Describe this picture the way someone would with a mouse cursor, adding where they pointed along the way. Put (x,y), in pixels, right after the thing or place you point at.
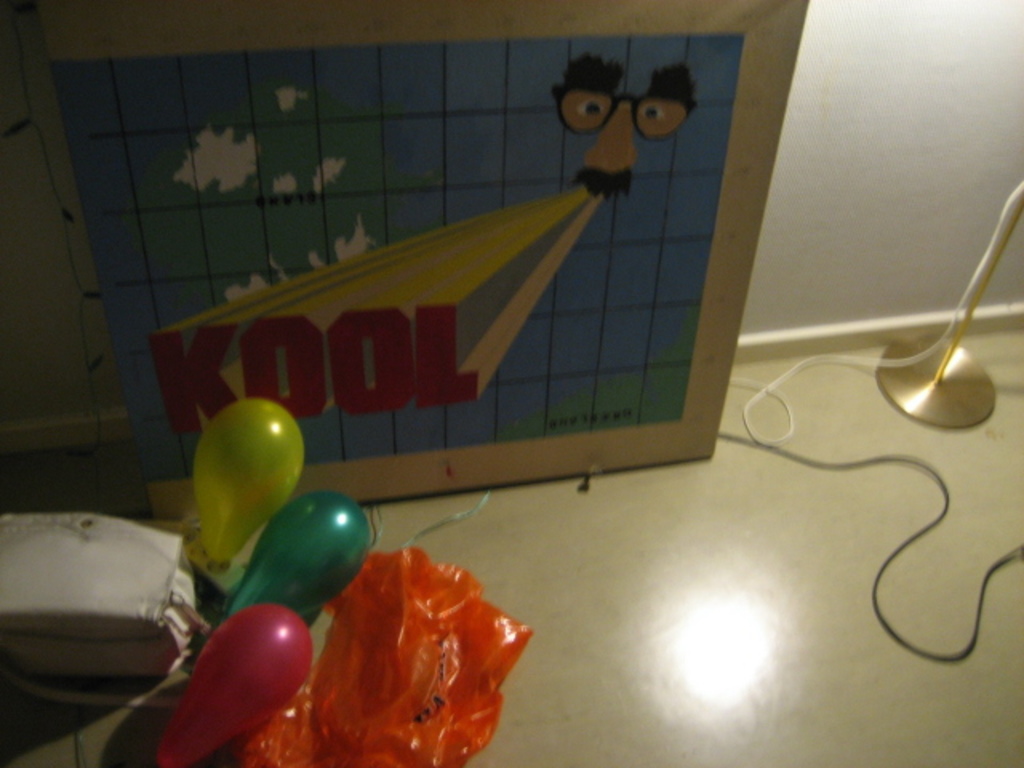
In this image I can see three balloons (231,719), a white colour bag (122,574), an orange colour thing (422,617), a board (740,88), wires (1010,201), a pole (966,403) and on this board (420,332) I can see something is written. I can also see colour of these balloons (233,548) are yellow, green and red.
